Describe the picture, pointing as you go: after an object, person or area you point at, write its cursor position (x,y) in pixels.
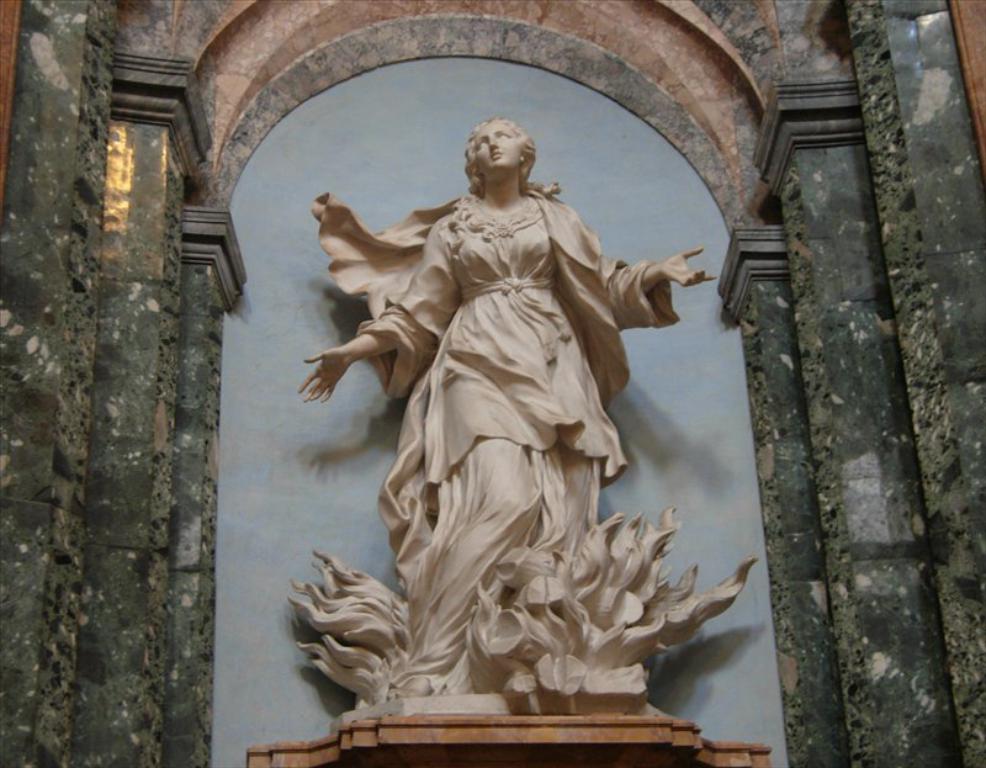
In this image I can see a statue (412,273) in the center of the image (415,272) adjacent to the statue (375,278) I can see poles (125,290) and pillars (813,305) on both sides of the image. I can see a wall (480,109) behind the statue (398,275).
